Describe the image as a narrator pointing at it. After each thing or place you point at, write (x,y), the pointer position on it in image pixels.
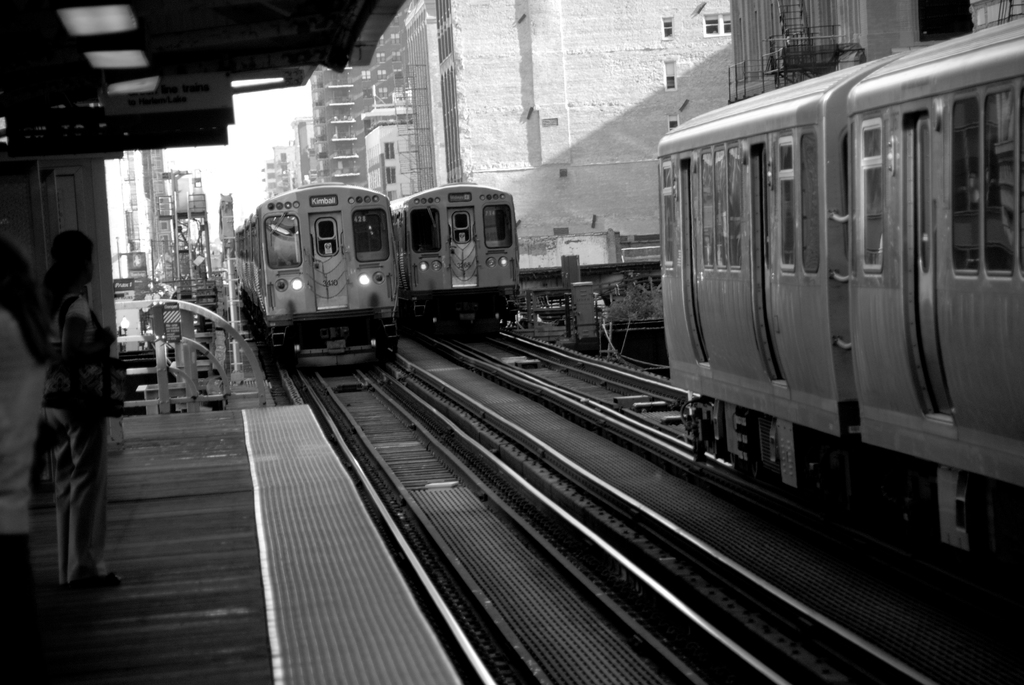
In this image on the left side (91,405) there are persons (14,377) standing. In the center (393,258) there are trains (410,261) running on the railway track (441,410). On the right side (696,86) there are buildings (448,117) and in the background (317,145) there are poles (204,219) and buildings (330,147).
